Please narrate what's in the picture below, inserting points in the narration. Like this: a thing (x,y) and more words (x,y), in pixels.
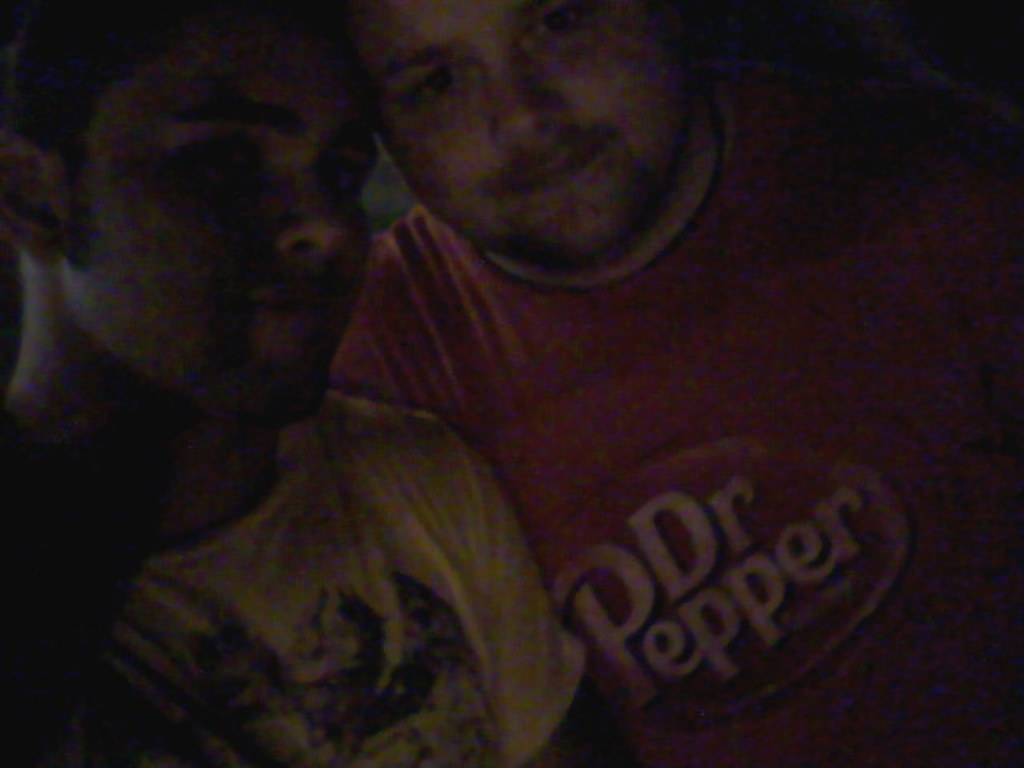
In the image there are two people (414,271) posing for the photo.
